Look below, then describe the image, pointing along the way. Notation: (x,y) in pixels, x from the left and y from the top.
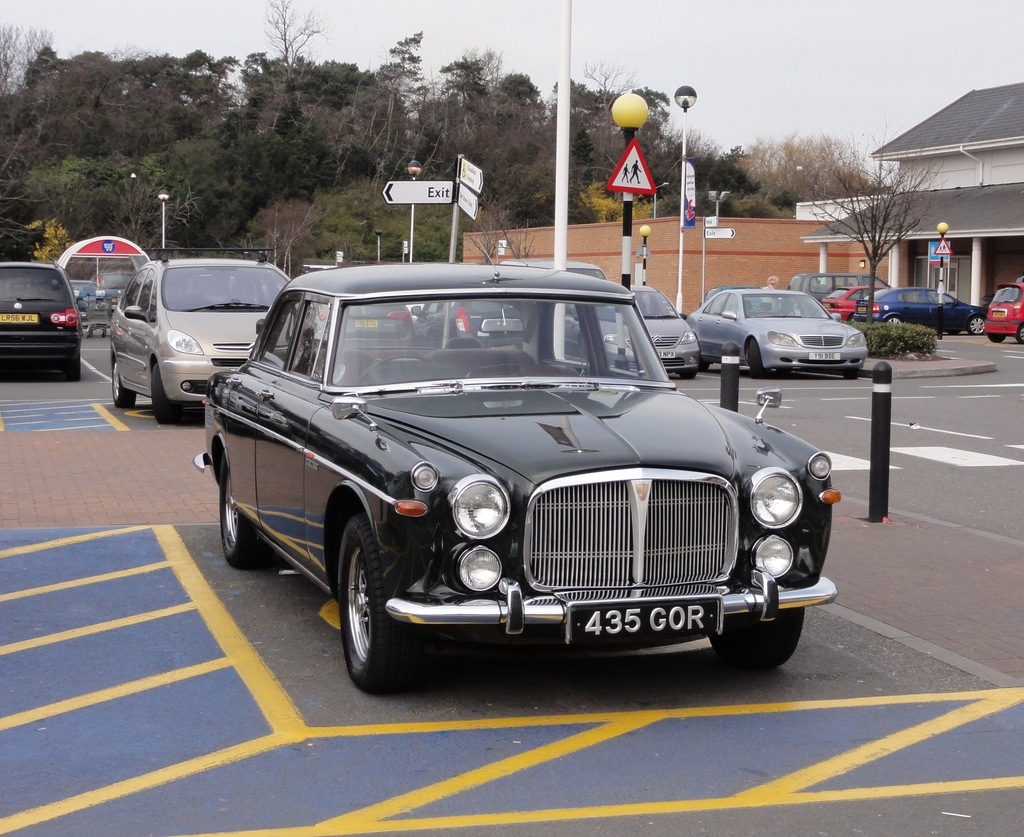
In the picture I can see few vehicles (531,323) parked and there are two buildings (816,231) in the right corner (911,201) and there are trees (310,118) in the background (231,97).
